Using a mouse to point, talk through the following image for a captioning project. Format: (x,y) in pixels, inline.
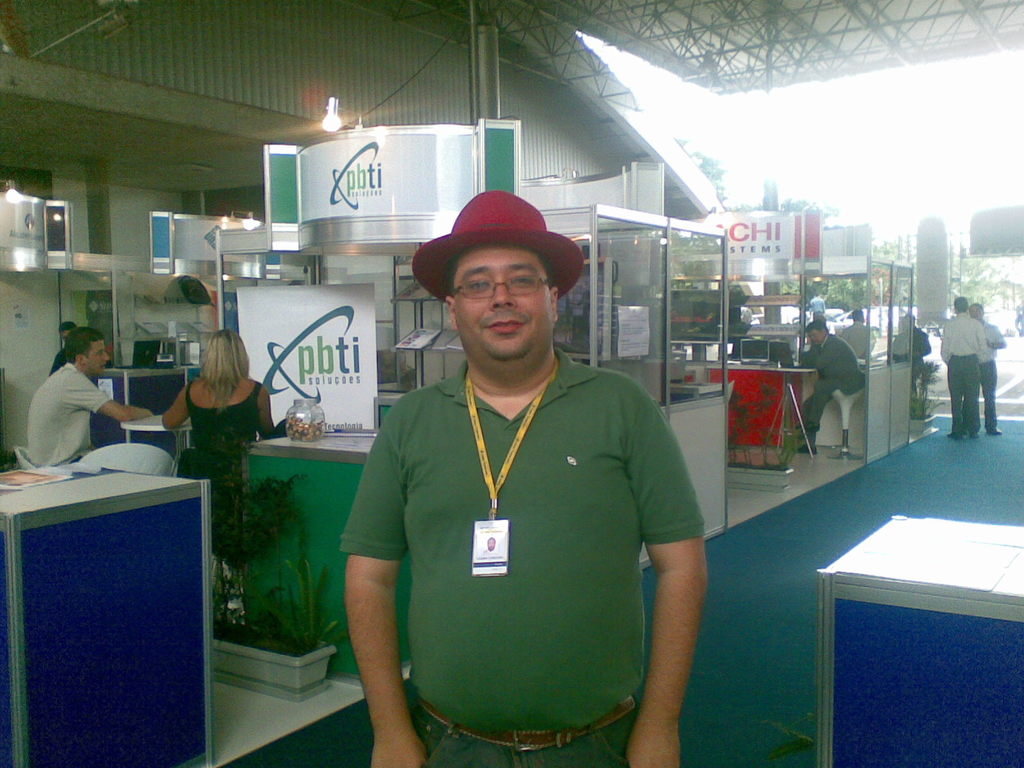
In this image I can see a person (540,586) wearing green colored dress (532,629) and red colored hat (466,216) is standing. In the background (203,466) I can see few persons (177,406) sitting on chairs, few plants (236,554), few boards (308,371), few persons (851,337) standing, a building (268,43), a light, a bowl (312,434) with few objects (313,425) in it, few trees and the sky (861,148). I can see few blue colored objects (41,514).
